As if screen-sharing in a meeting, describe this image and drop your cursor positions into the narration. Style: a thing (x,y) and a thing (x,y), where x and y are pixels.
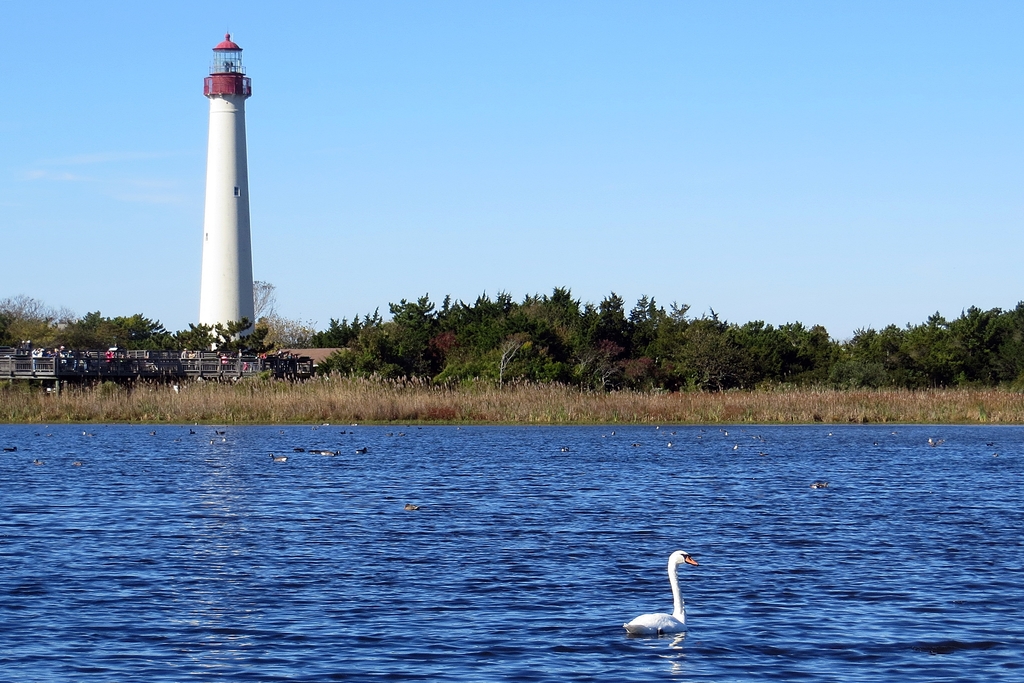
Here in this picture we can see a swan (664,615) present in a river (622,578), as we can see water (653,593) present all over there and on the ground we can see grass (266,412) covered all over there and we can see trees (481,351) and plants (761,346) present over there and on left side (246,199) we can see a lighthouse (238,111) present over there.
